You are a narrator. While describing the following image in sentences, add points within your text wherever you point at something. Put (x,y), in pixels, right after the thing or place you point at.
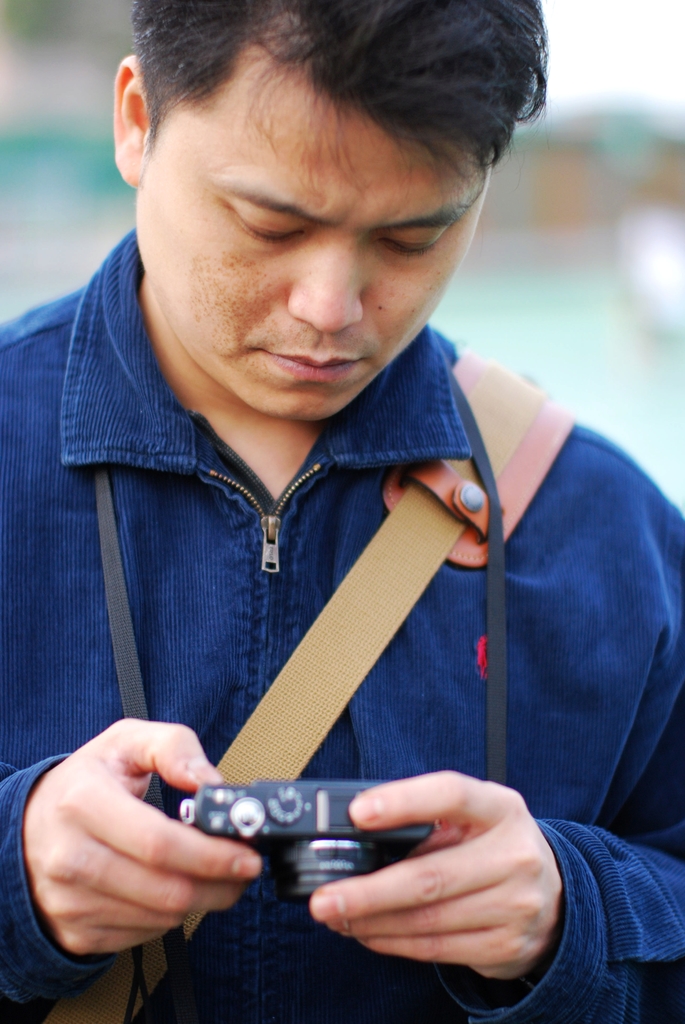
In this image there is a person (276,447) wearing blue color shirt (255,611) carrying bag (369,639) and holding camera (248,788) in his hands (194,771).
